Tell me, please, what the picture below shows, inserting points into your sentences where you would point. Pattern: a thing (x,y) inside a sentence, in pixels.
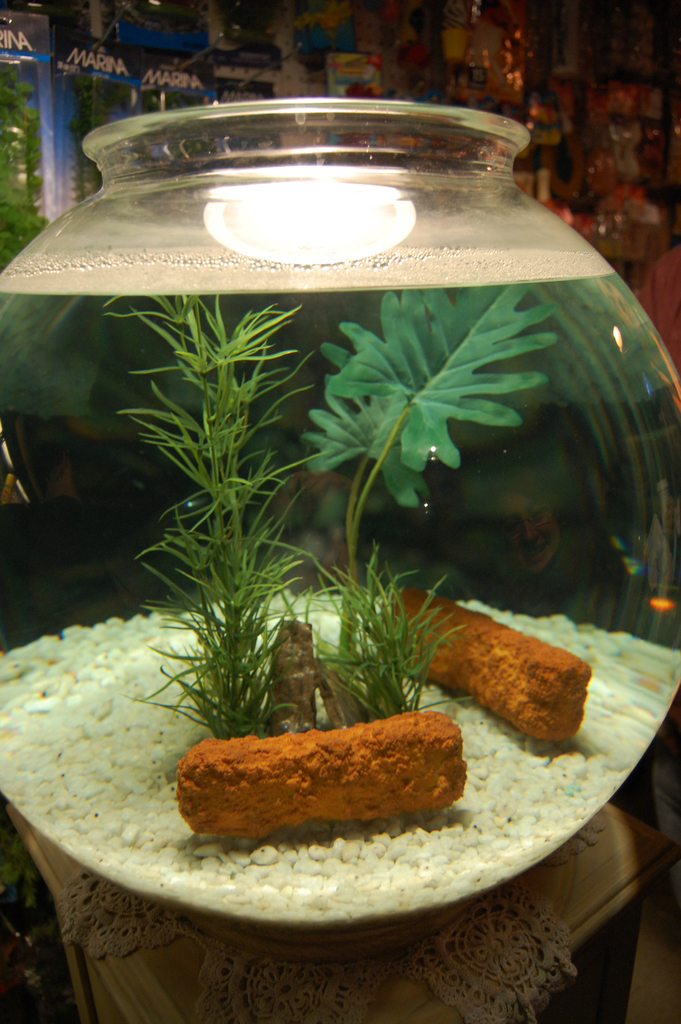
In this image I can see glass bowl (360,323) in the table (611,923), inside the bowl (7,504) there is so much of water (62,628), grass (260,718), leaves (398,438), crystals (65,740) and few other things (366,728), behind the bowl (467,504) there are few banners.
